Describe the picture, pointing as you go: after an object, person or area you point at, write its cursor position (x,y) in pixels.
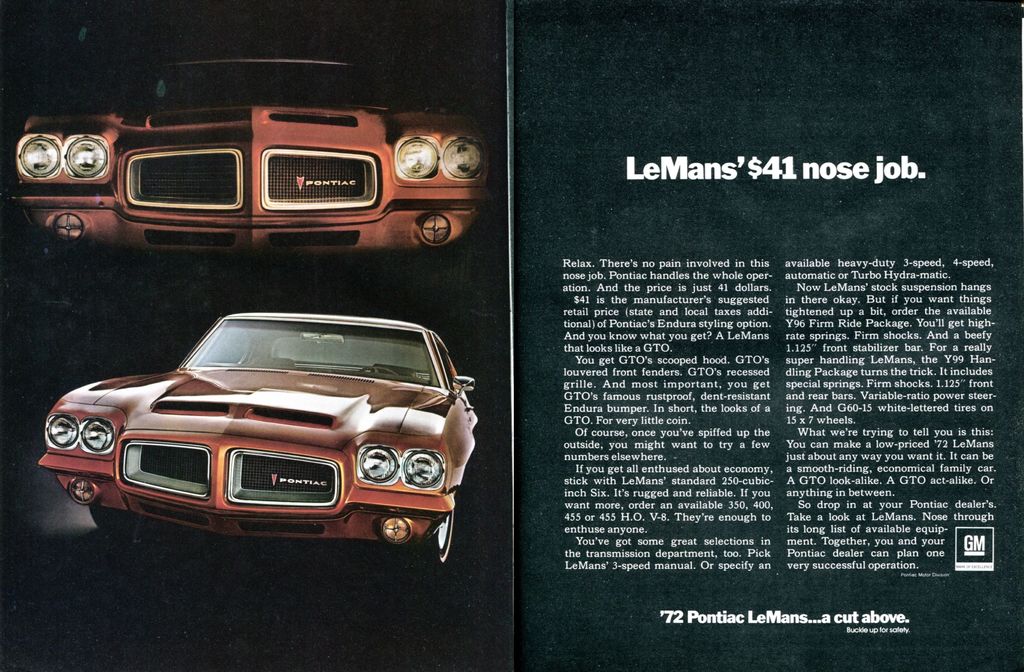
In this picture we can see two car images (265,485) on the left side (318,449) and some text (880,448) on the right side (852,449).
